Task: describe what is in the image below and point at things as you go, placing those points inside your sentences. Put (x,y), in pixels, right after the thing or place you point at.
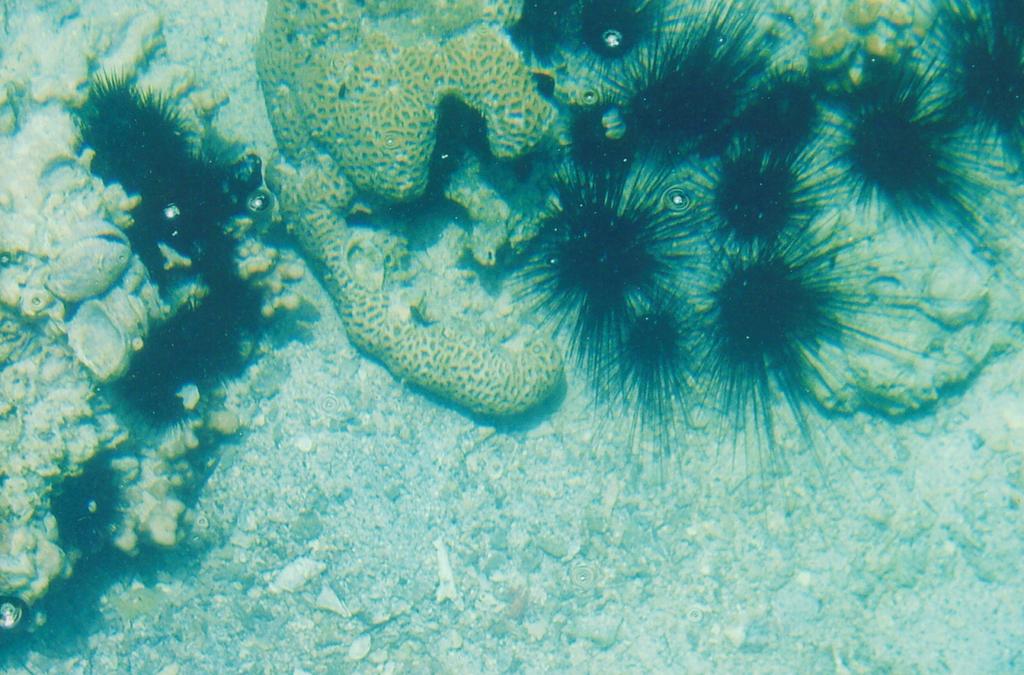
This image is taken in the sea (446,282). In this image there are many coral reefs (292,271) in the water (186,531) and there are a few stones (340,606).
